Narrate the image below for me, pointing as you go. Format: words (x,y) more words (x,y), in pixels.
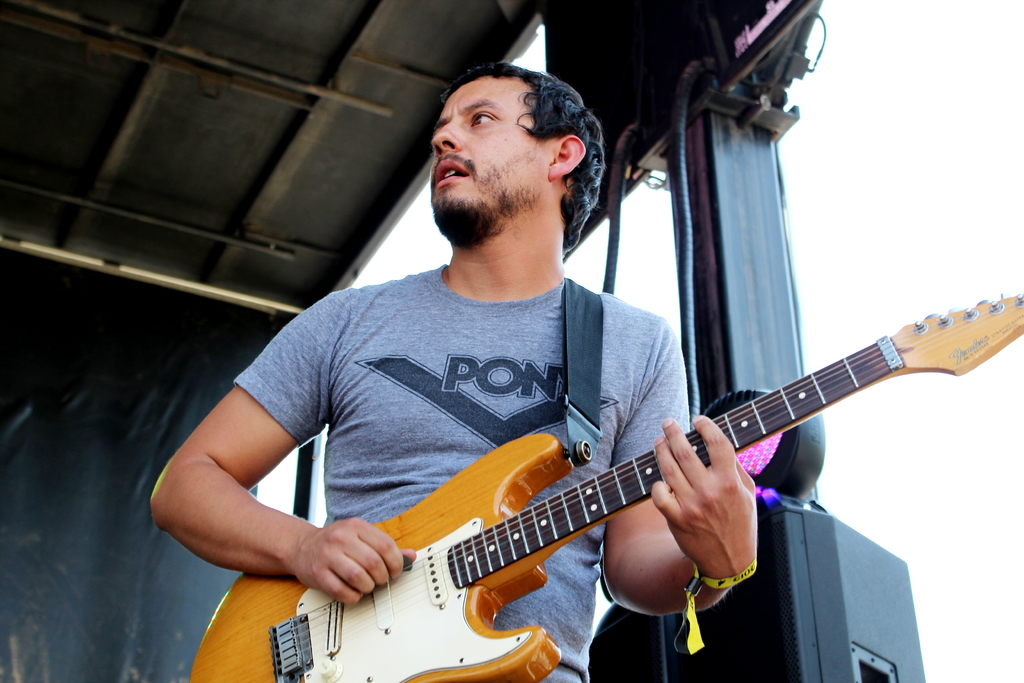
In this image I can see a man (381,374) in the front (466,347) and I can see he is wearing grey colour t shirt (453,459). I can also see he is holding a guitar (544,581) and on his t shirt (458,390) I can see something is written. Behind him I can see a speaker (861,539) and wires (692,240). I can also see a black colour thing (66,274) on the left side of the image (156,432).
